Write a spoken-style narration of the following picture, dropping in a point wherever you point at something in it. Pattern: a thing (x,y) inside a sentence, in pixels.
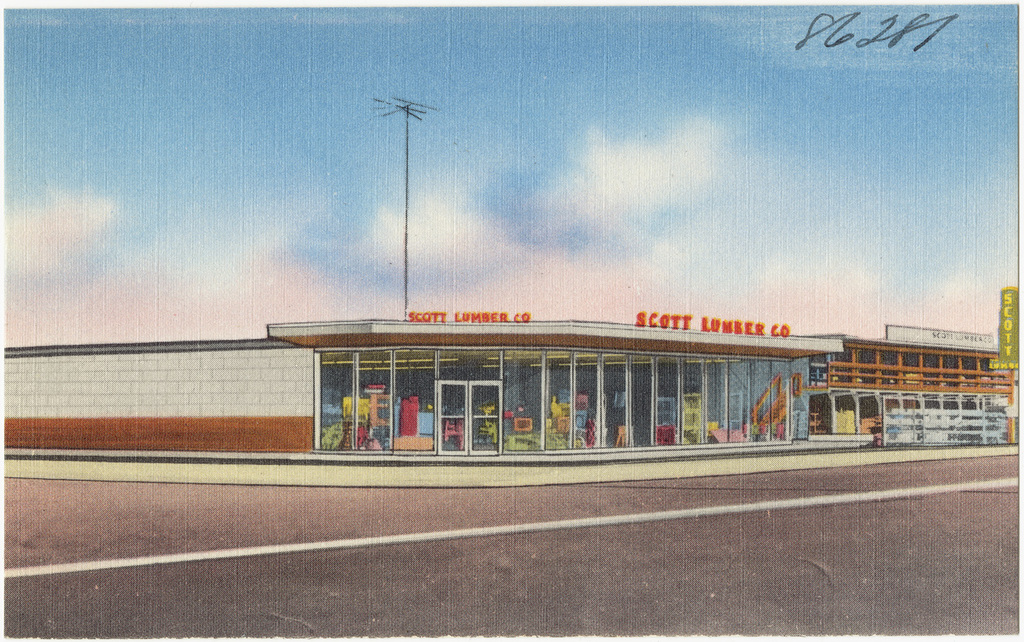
In this image there is the sky (509,157) towards the top of the image (668,169), there are clouds (491,236) in the sky (748,200), there is text (877,40) towards the top of the image (904,29), there are buildings (698,408), there are doors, there is a wall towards the right of the image (970,418), there is a wall (120,396) towards the left of the image (181,369), there are boards (974,334), there is text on the board (1001,329), there is ground (582,550) towards the bottom of the image (560,526), there is a pole (407,156), there is an antenna (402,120).
